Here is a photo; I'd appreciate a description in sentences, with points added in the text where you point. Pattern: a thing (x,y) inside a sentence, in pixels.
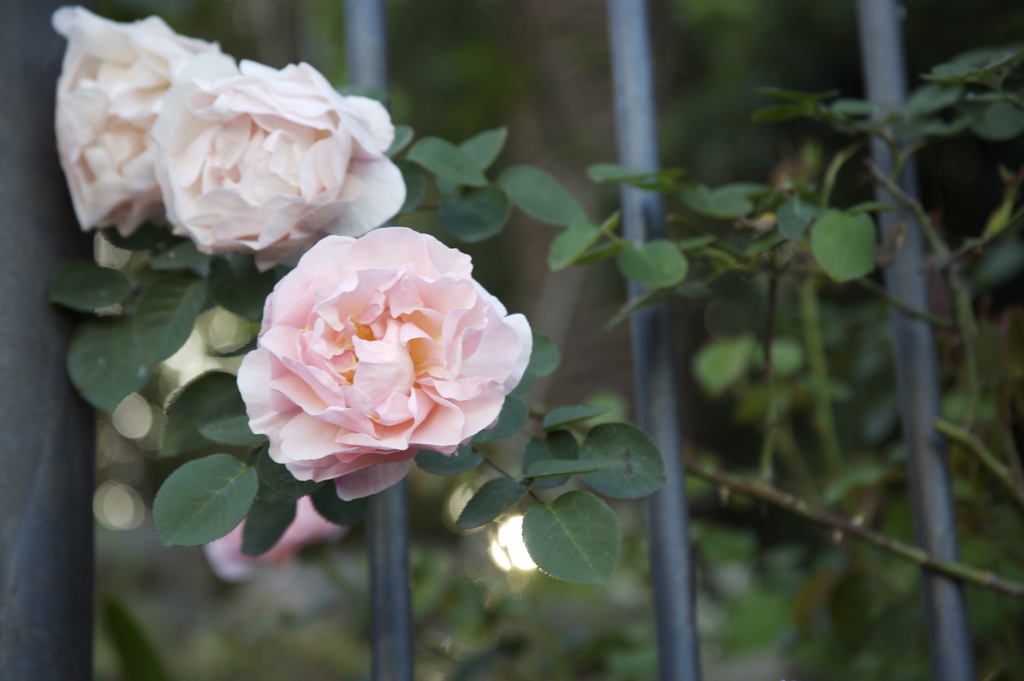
In the picture I can see some flowers (194,210) which are in pink color and I can see leaves (187,383) which are green in color.
